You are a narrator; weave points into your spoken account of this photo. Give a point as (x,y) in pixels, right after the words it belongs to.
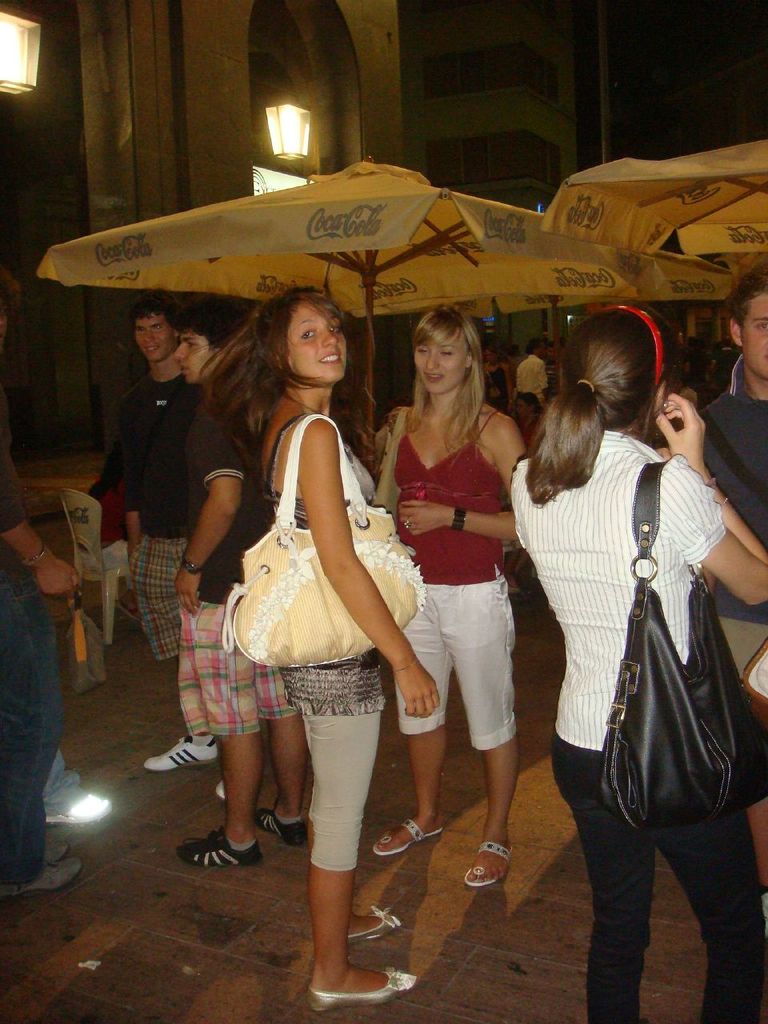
This picture describes about group of people (320,478) who are all standing, few women (408,517) are wearing a bag (663,641), in the background (298,210) we can see couple of tents (583,284), lights (21,33) and couple of buildings (235,128).
